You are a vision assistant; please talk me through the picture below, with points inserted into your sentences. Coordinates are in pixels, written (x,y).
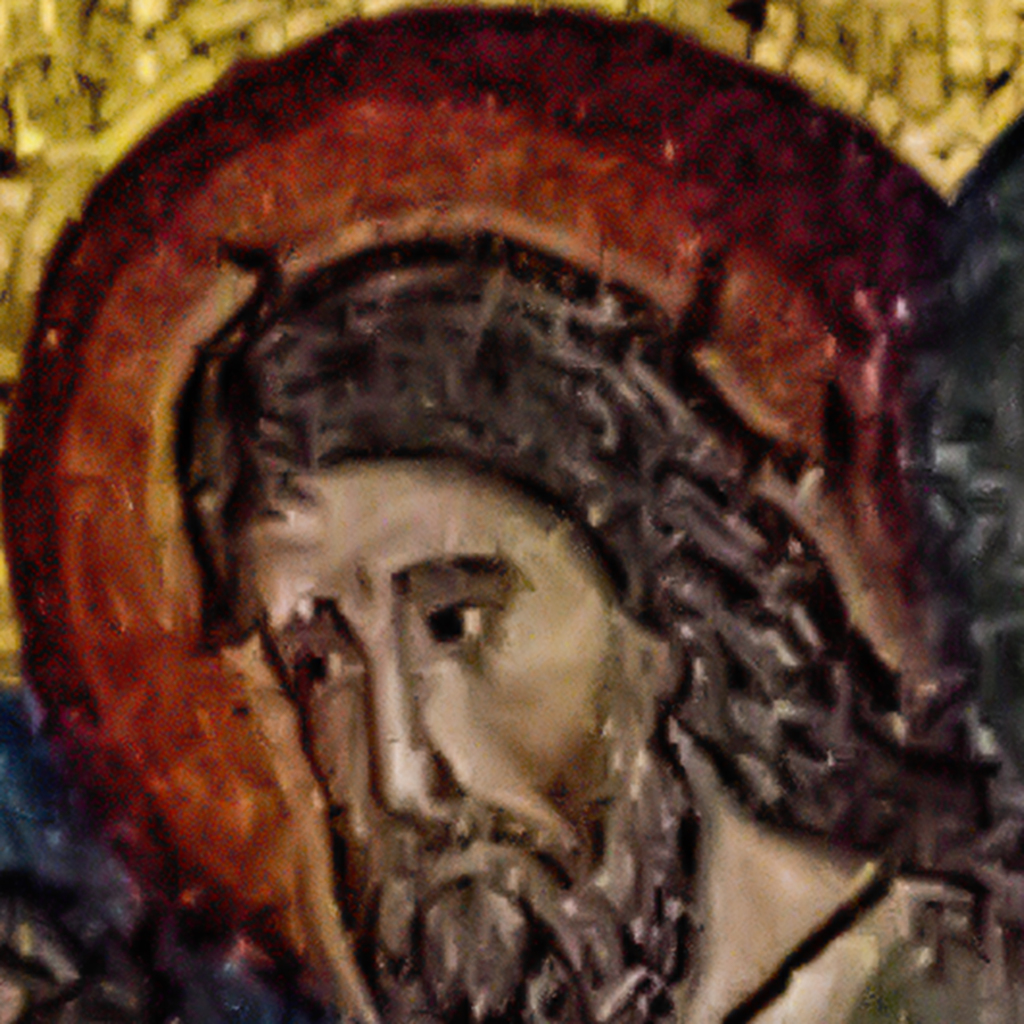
In this picture we can see painting (629,379) of a person (551,482).
